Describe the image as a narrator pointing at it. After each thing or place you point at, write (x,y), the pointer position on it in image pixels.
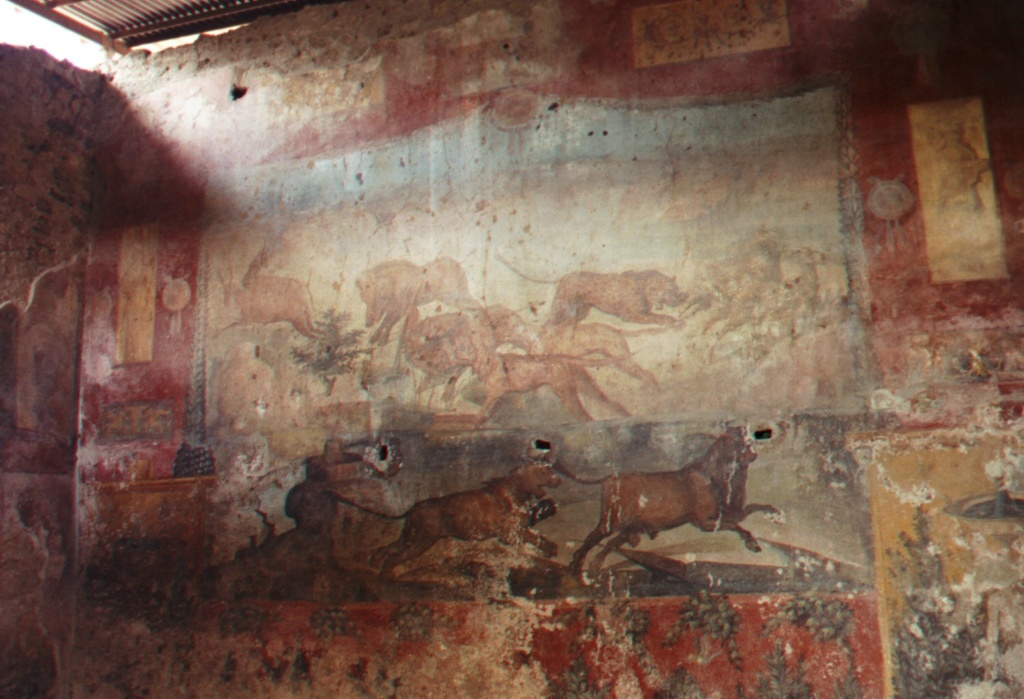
In the picture there is a wall (407,660) and on the wall (410,261) there are some paintings (462,374) of animals (423,326).
